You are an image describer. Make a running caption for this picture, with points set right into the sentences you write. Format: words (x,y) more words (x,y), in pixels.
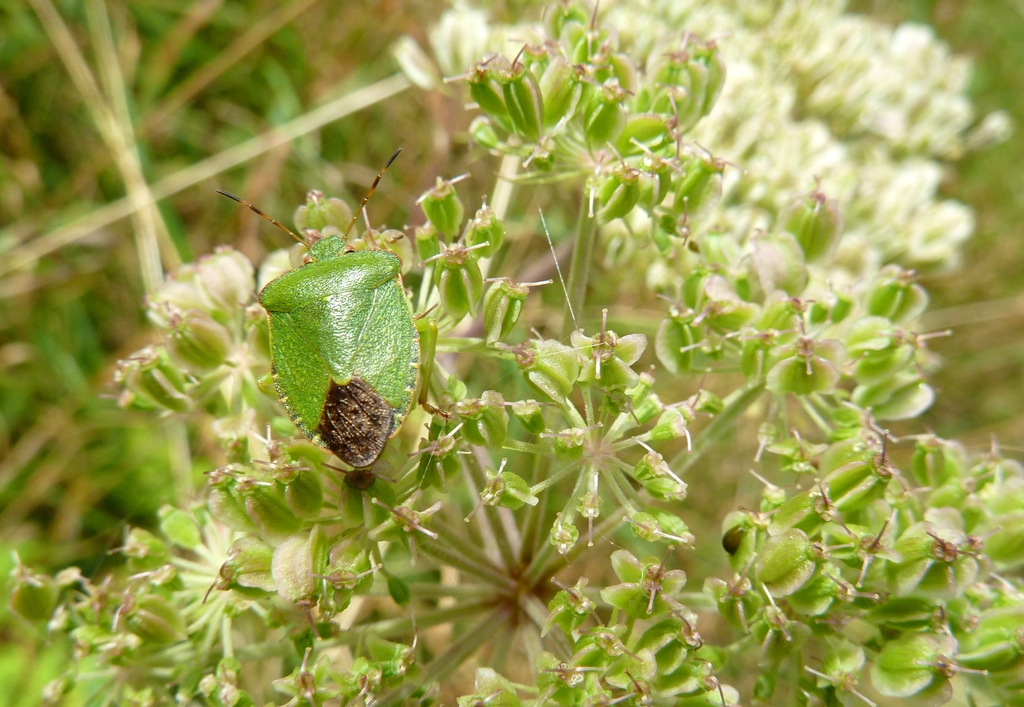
In this picture I can see a plant (242,302), there is an insect (264,302) on the flowers (217,309), and there is blur background (49,369).
